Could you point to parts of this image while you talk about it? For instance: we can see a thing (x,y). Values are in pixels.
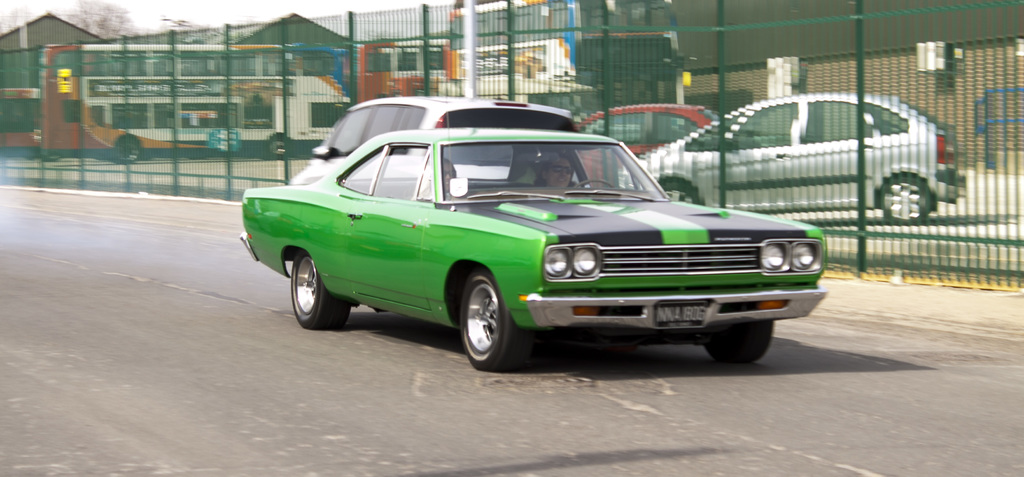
In this picture we can see cars (397,145) on the road (203,385) and fence (574,104), through this fence (731,151) we can see vehicles (168,61). In the background of the image (129,2) we can see the sky (395,6).
